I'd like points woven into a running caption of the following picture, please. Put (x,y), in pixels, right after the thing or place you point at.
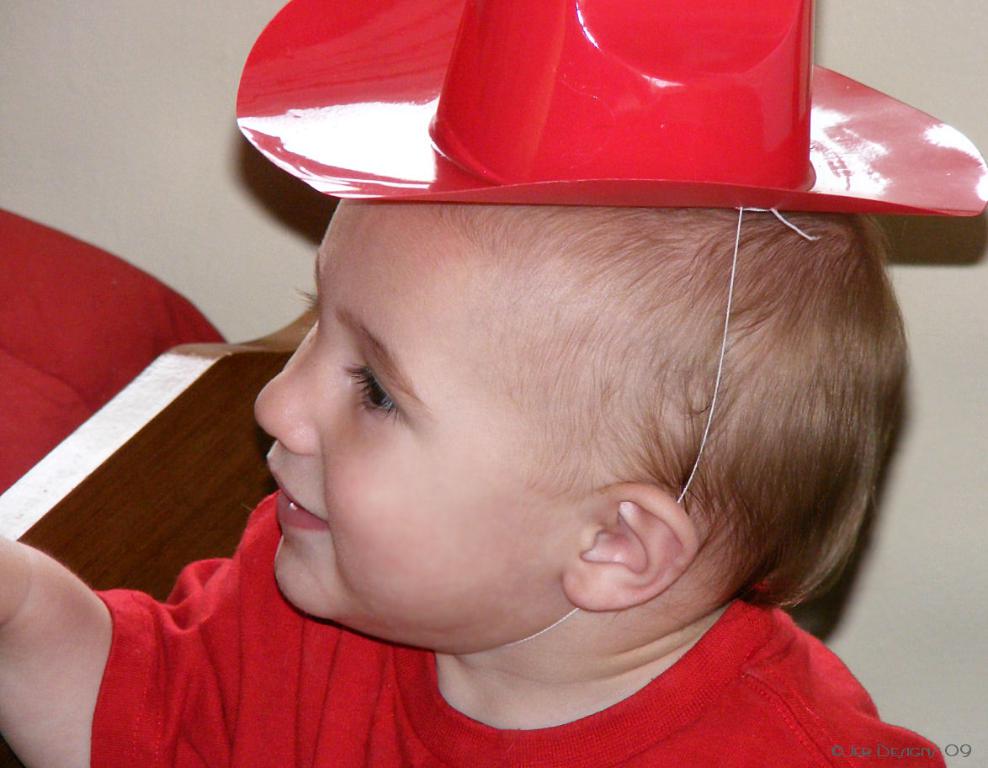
In the image we can see a baby (439,511) wearing red clothes (415,668), cap (550,126) and the baby (312,543) is smiling. The background (899,551) is white and this is a watermark (846,750).
